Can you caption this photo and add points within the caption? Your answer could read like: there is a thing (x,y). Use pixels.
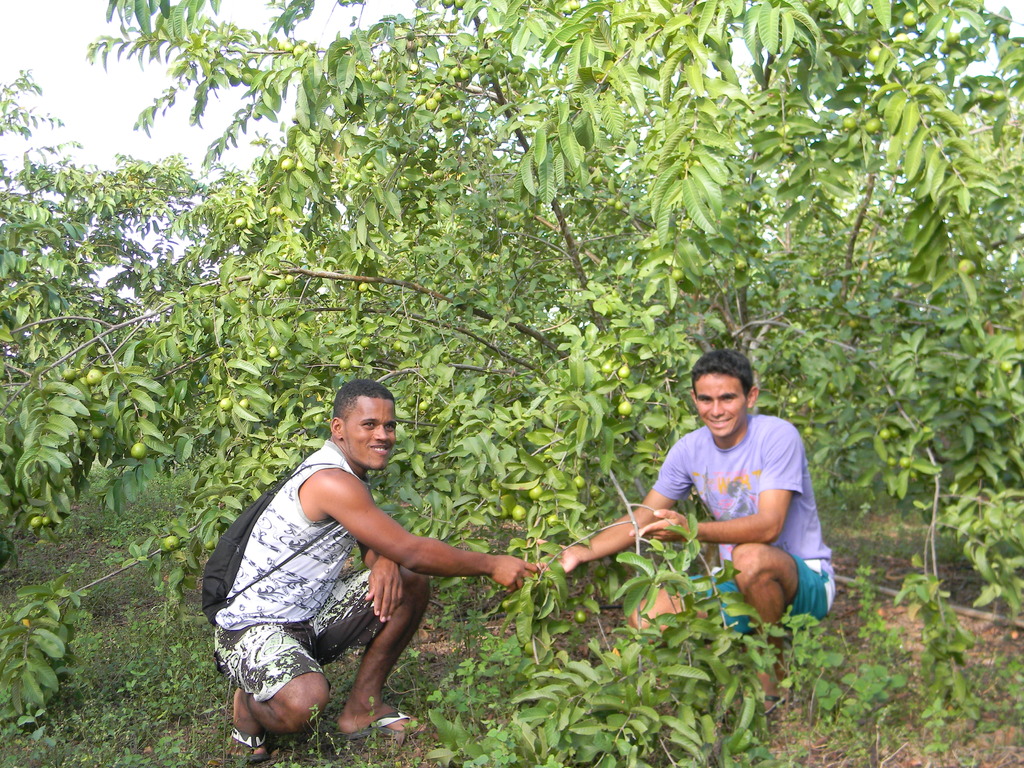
We can see two men (341,613) are in squat position on the ground (310,727) and the left side man (250,589) is carrying a bag (236,594) on his shoulders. In the background (360,230) there are trees (416,278) with fruits (410,400), grass (415,766) and leaves (561,761) on the ground (506,743) and the sky (46,193).
